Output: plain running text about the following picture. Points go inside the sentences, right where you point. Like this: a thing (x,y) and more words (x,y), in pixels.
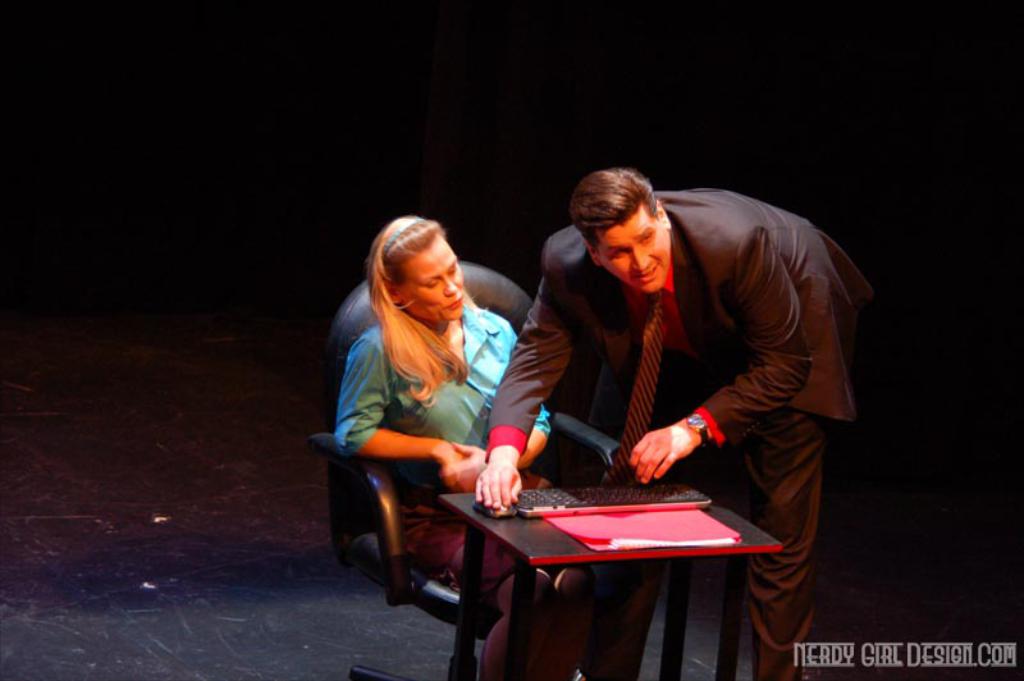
In this picture we can see man (756,429) wore blazer (718,321), tie (637,432), watch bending and typing on keyboard (536,499) holding mouse (502,511) placed on table (518,599) with file (717,542) on it and beside to him woman (436,328) sitting on chair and looking at him and in background (277,169) we can see it as dark.
